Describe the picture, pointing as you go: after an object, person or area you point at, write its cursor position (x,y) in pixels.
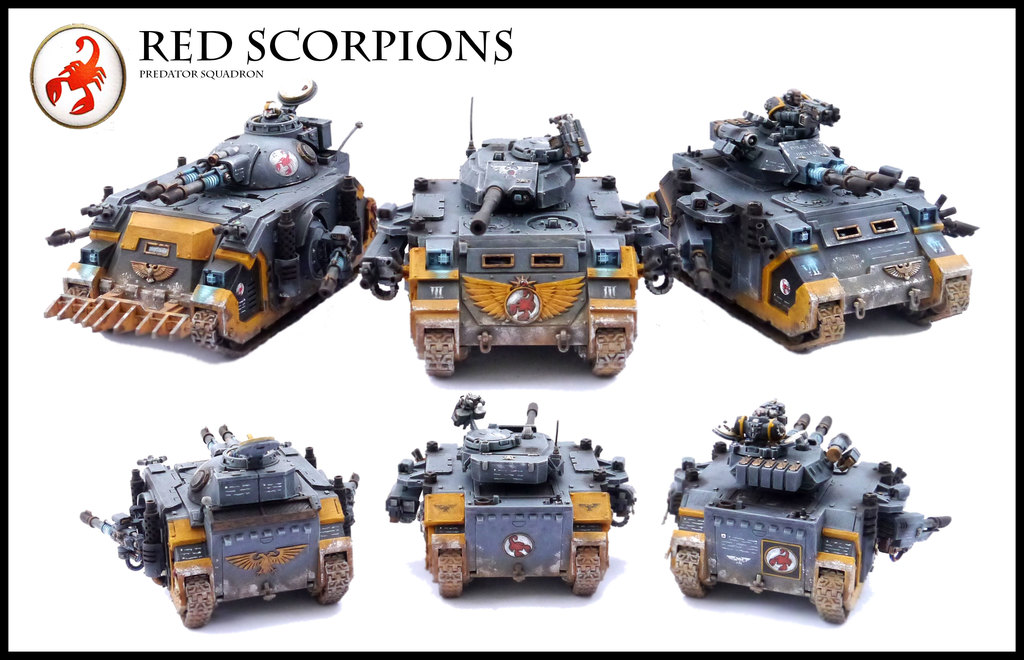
In this image I see number of toy tanks (742,221) which are of grey, brown and orange in color and I see the watermark (286,62) over here and I see the logo (103,71) over here and it is white in the background (783,357).
